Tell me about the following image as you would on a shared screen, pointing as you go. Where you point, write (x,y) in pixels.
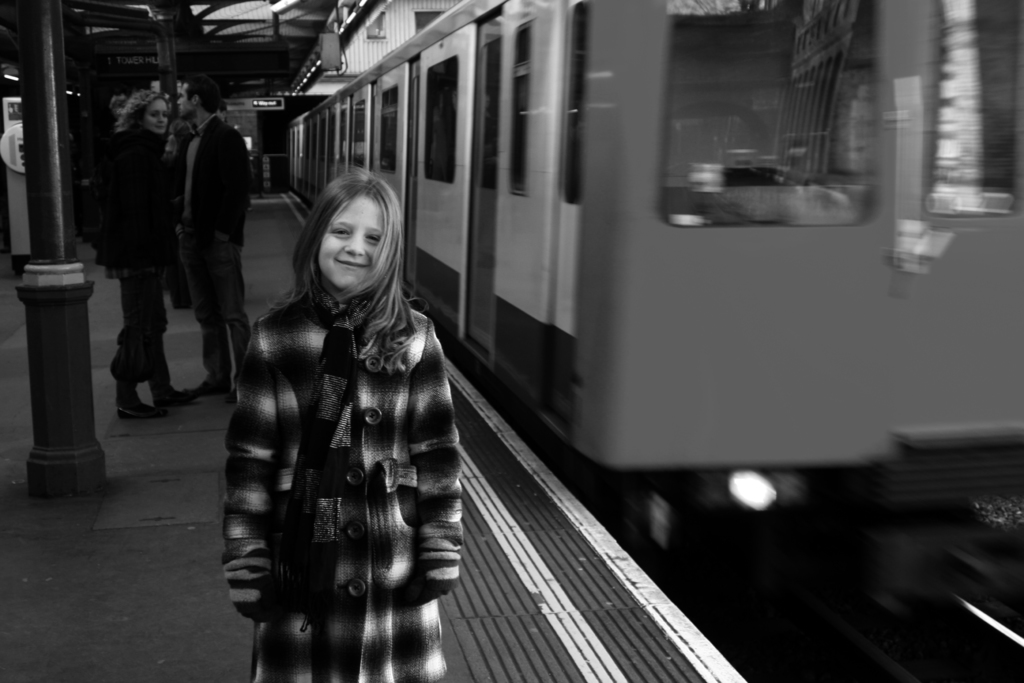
Here in this picture in the front (379,354) we can see a child (369,363) standing on the railway platform (182,353) present over there and we can see she is wearing a coat (392,407), gloves (263,577) and scarf (324,382) on her and smiling and behind her also we can see a couple (144,185) standing over there and beside them we can see train (428,301) present over there and we can see poles (63,114) present, on which we can see a shed (157,14) present over there.
